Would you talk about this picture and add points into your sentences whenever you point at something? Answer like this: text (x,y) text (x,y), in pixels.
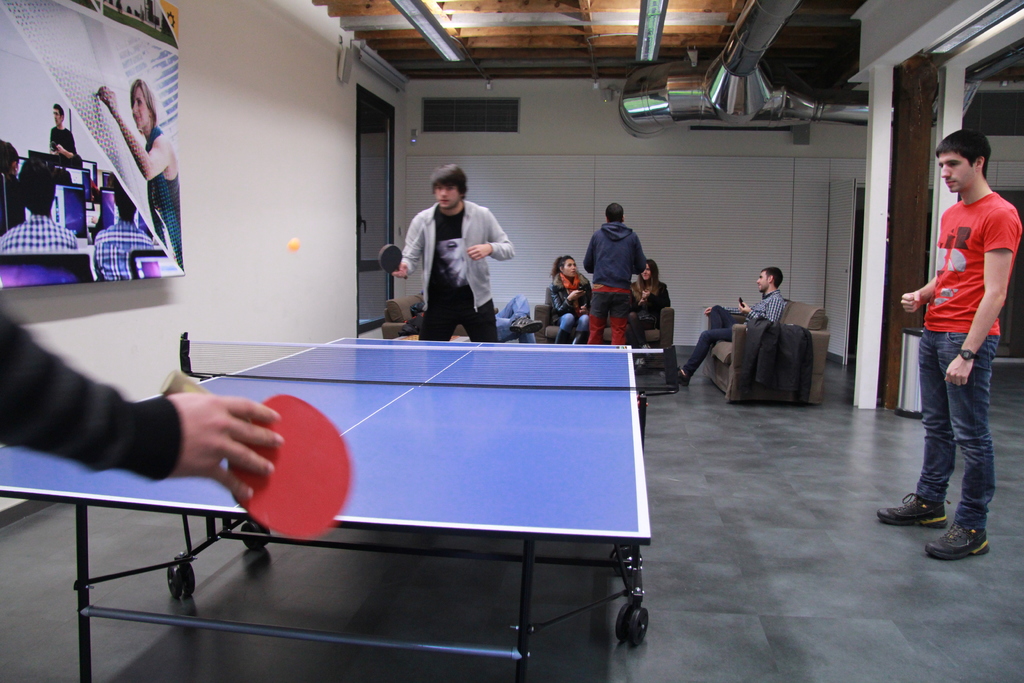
In this image there are two men (108,390) who are table tennis. In the middle (380,356) there is a table tennis court (404,398). In the background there are few people (631,293) sitting in the sofa (669,312). At the top (569,47) there is ceiling (583,47) with the lights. On the left side (211,121) there is a wall (193,122) on which there is a poster (104,149). On the right side (944,248) there is a person (936,312) standing on the floor (896,552). Beside him there is a dustbin (901,381). There are pipes (721,63) at the top (733,70).
